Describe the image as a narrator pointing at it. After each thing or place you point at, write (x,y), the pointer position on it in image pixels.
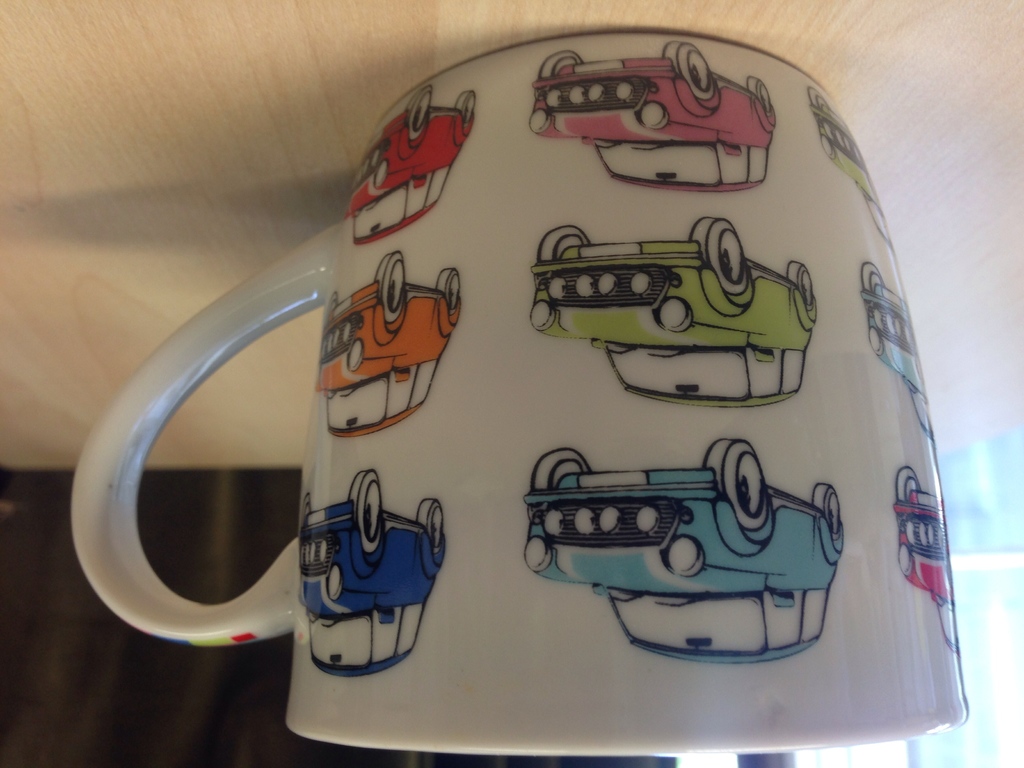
In this image we can see a cup (130,509) on the wooden surface (60,252), there are some car images (552,317) on the cup (546,596).
